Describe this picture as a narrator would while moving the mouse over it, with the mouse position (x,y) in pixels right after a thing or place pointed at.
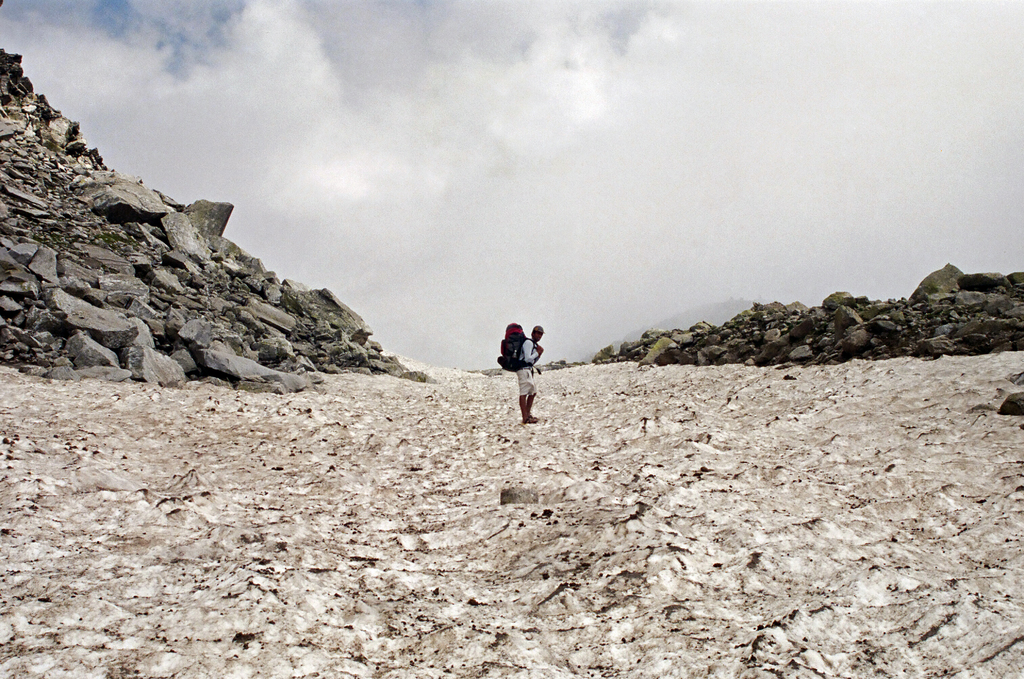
In this image I can see a person (534,421) is standing in centre of this image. I can also see number of stones (315,309) on both side of this image. In the background (582,210) I can see clouds (598,196) and the sky (402,33).
